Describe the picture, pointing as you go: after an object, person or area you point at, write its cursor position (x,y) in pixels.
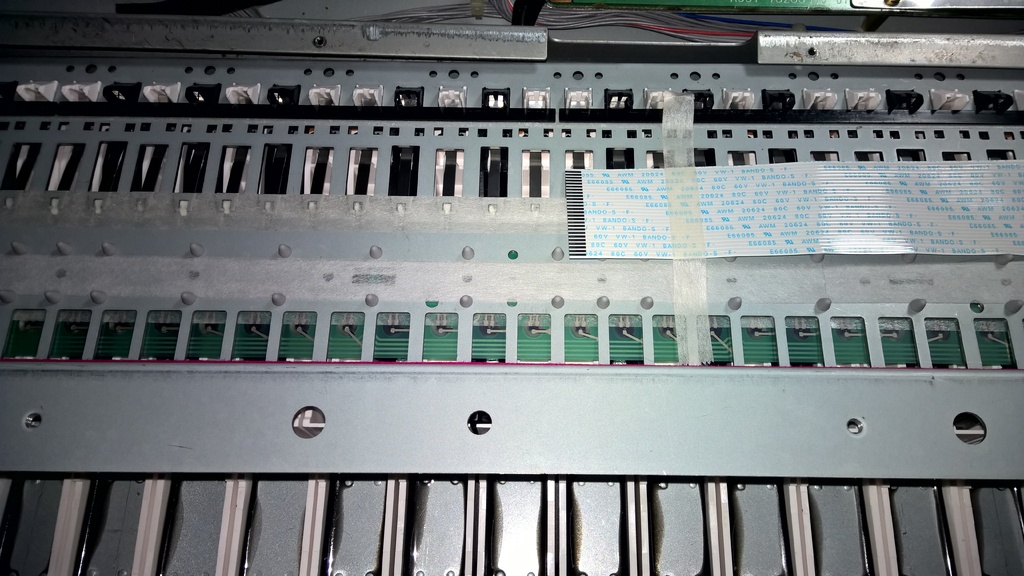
In the middle of the image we can see some circuits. At the top of the image (140,165) there are some key holes (29,148). Bottom of the image (850,493) there is keys (995,565).
